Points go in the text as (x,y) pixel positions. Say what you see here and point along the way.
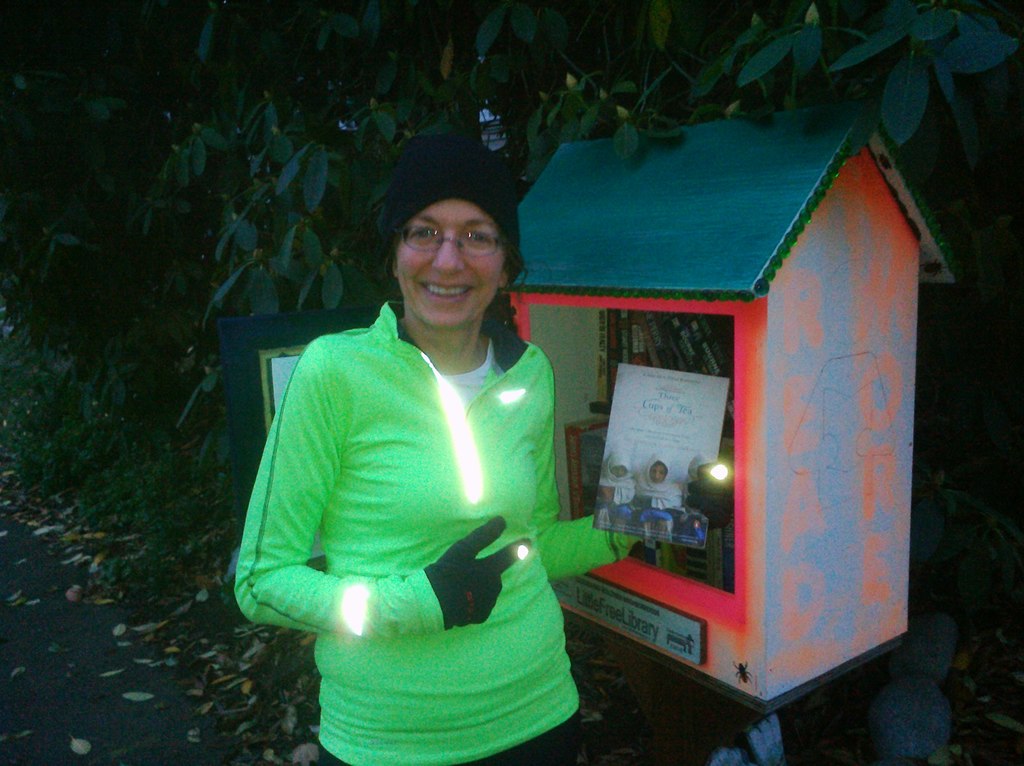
In the center of the image (465,295) we can see a lady (382,401) is standing and smiling and holding a book (651,477). In the background of the image (180,428) we can see the trees (203,20), board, library box (803,414) and lights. At the bottom of the image (588,765) we can see the road (25,715) and dry leaves (959,751).
